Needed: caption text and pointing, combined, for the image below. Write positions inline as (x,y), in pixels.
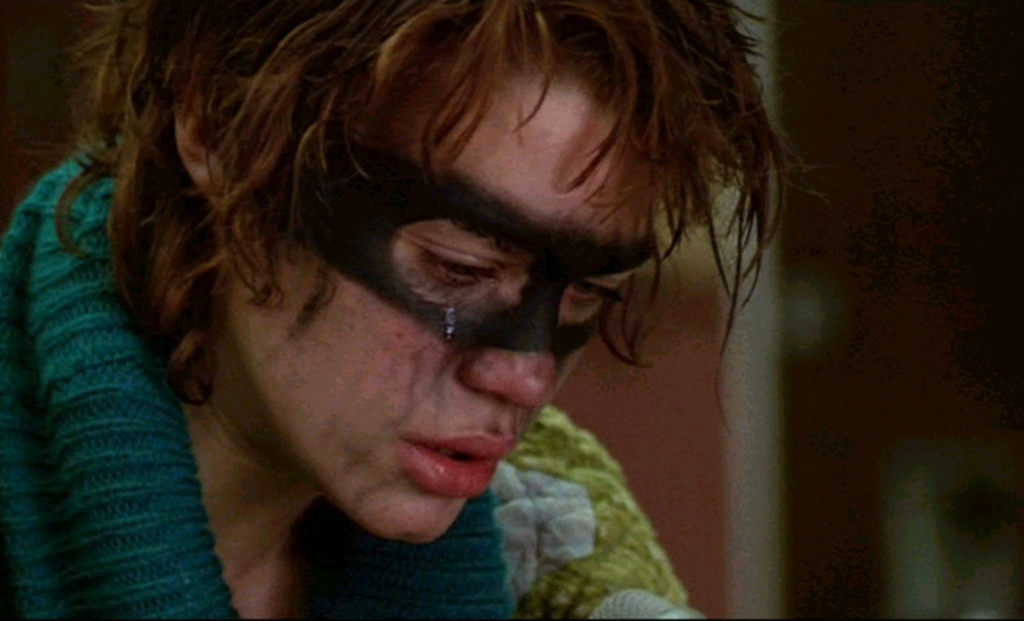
In this image I can see the person (296,351) and the person (219,121) is wearing green and white color dress (557,559) and I can see the blurred background (894,396).
